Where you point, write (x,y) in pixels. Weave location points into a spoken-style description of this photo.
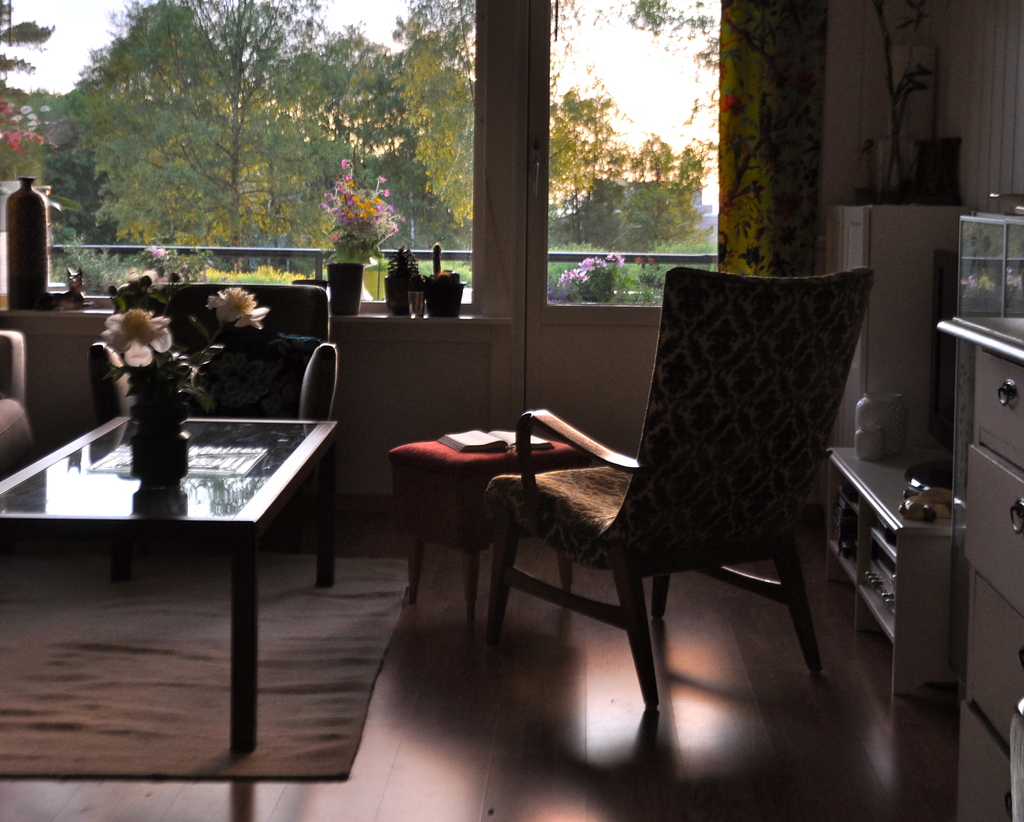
This is inside of the room (532,408) we can see chairs (584,481) and tables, furniture (565,476) on the floor (486,677), on the table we can see book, flower (181,362). We can see glass window (183,112), plants (110,257), pots (457,285), bottle (11,212), from this glass window (414,127) we can see trees (198,56), sky (69,40).
